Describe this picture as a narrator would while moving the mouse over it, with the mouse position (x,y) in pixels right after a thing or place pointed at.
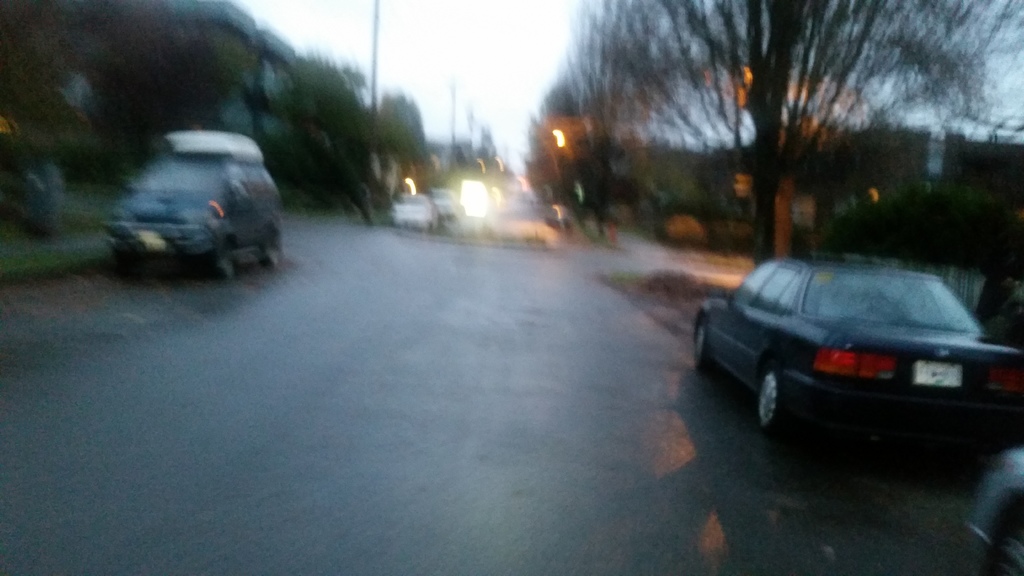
In this image we can see some vehicles (751,311) on the road (661,346). We can also see a group of trees (375,194), poles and the sky (456,49).
